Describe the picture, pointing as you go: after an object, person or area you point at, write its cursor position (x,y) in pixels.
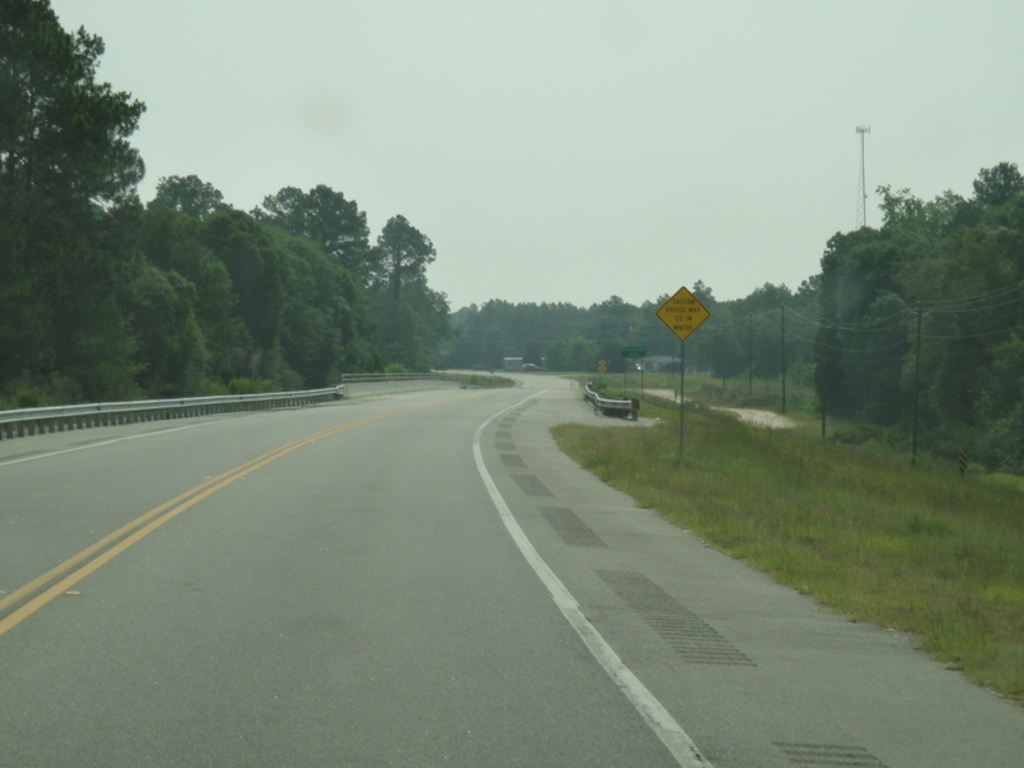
In this image we can see a road (332,551), fencing (157,414), trees (445,319), grass (685,416), sign board (677,314), poles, tower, also we can see the sky (474,152).
